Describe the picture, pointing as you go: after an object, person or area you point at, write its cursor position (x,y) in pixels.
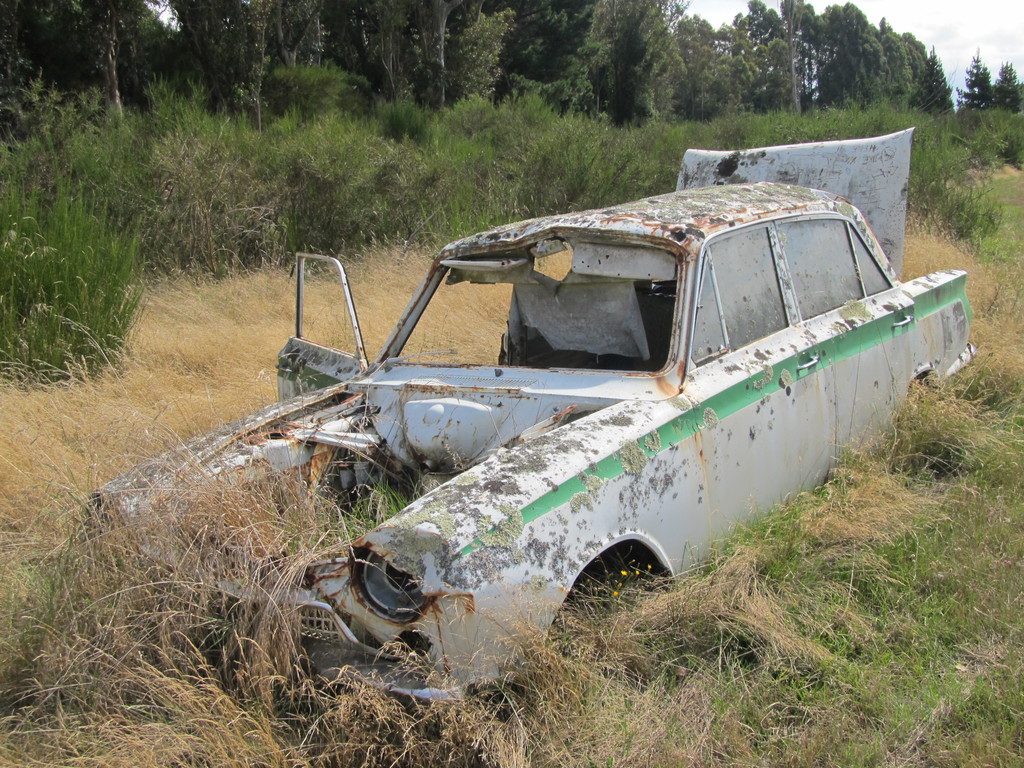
In this image there is one vehicle (619,322) which is damaged, and at the bottom (168,675) there is grass (922,563). And in the background (685,75) there are some trees (659,118) and plants (965,112).
